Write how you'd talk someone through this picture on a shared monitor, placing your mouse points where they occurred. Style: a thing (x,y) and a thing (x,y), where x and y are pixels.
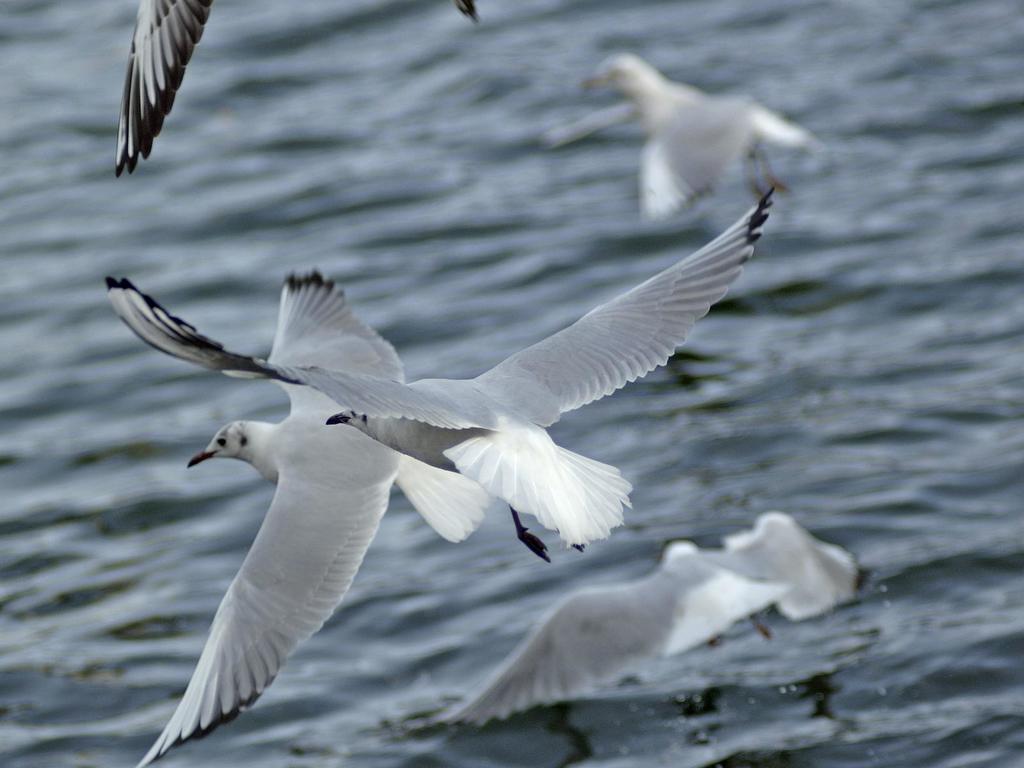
In this image, we can see birds (597,331) above the water (477,201). In the background (807,295), image is blurred.
